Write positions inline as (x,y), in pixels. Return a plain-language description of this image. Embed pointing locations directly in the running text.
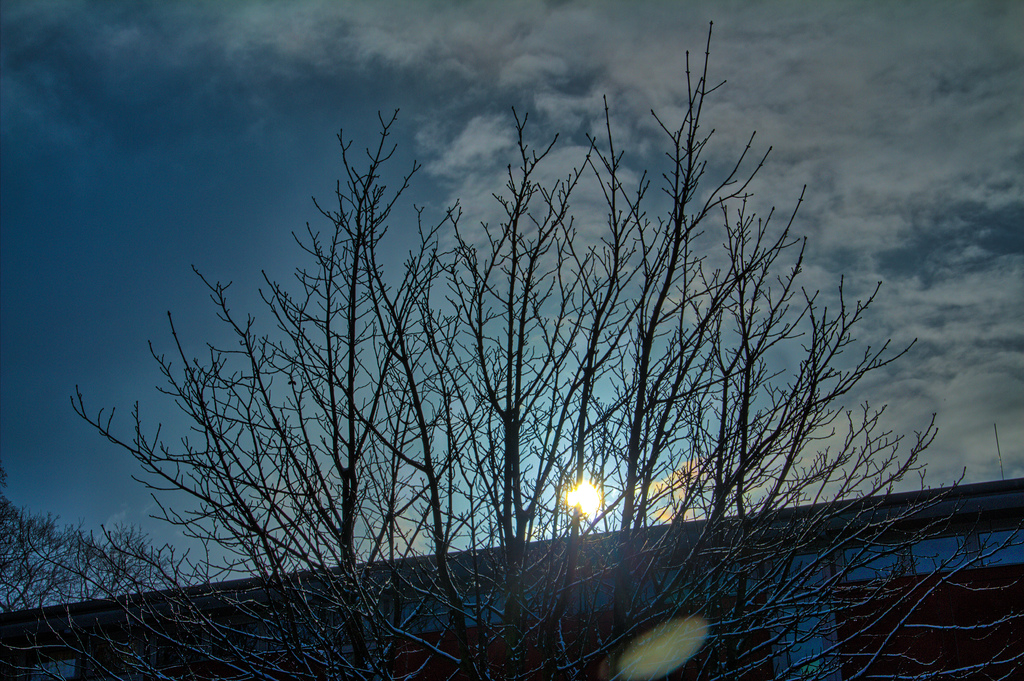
In this image we can see a building (802,566), trees (681,499), sun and sky (658,225) with clouds (845,347).
